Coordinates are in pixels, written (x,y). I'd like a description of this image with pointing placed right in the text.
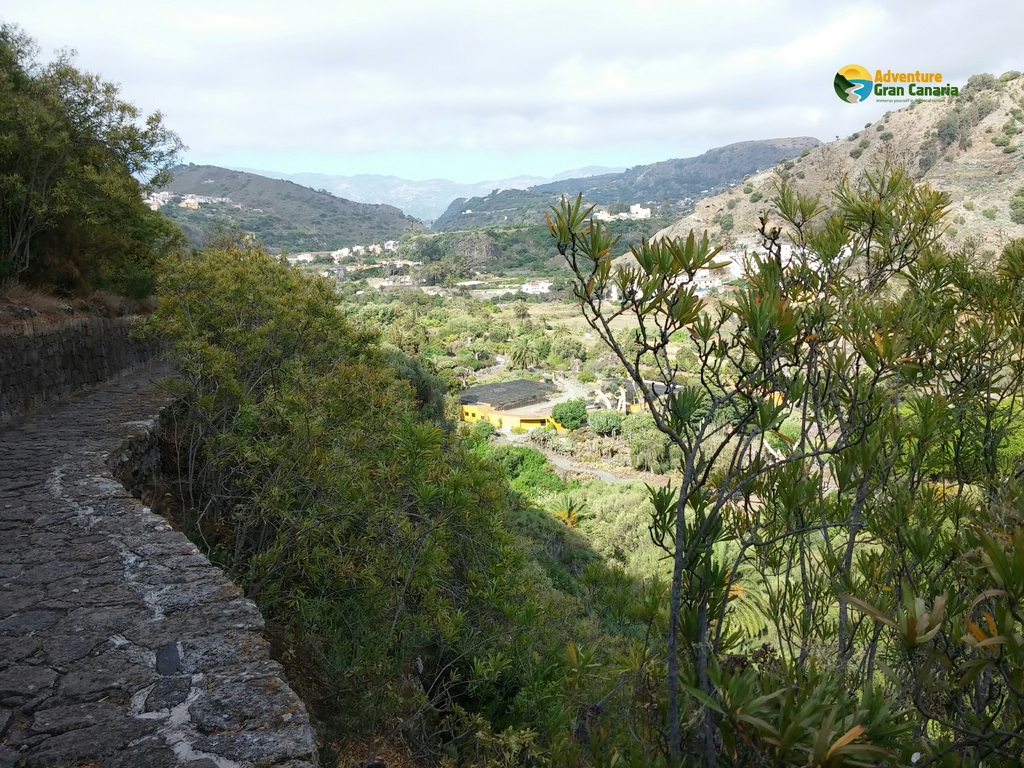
This image is taken outdoors. At the top of the image (262,72) there is the sky (557,91) with clouds (639,67). On the left side of the image (76,601) there is a road (67,419) and there are a few trees (61,186). In the background (285,186) there are a few hills (273,203), houses (200,196), trees (271,216) and plants (547,248). On the right side of the image (985,169) there is a hill (779,208). In the middle of the image (508,405) there are a few houses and there are many trees (398,584) and plants (665,443) on the ground (489,338).
